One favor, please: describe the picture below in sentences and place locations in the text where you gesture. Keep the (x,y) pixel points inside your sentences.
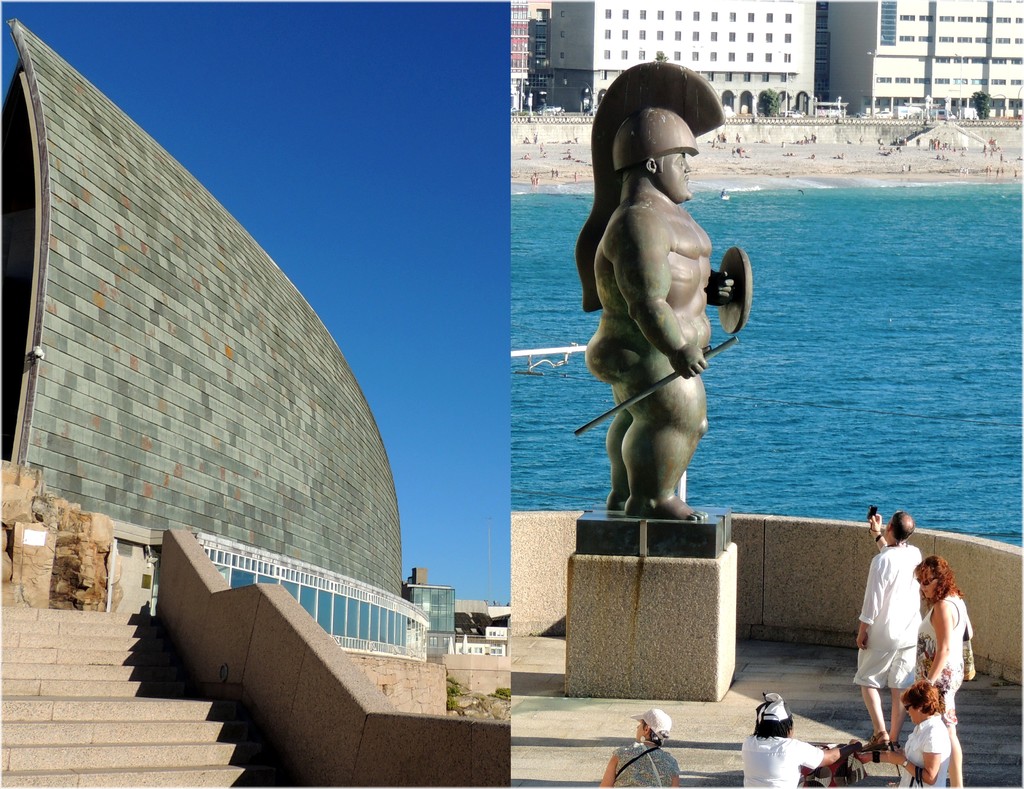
This is a collage image. In this image I can see two pictures. In the right side (685,429) picture there is a statue (671,327) of a person (630,322) on a pillar (637,604). It is facing towards the right side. At the bottom (874,715) there are few people (900,701) standing and one person (893,565) is taking the picture of this statue (662,313). In the background (884,288), I can see the water (809,351). It seems to be a beach (752,152). There are many people (807,153). At the top of the picture (804,64) there are few buildings (800,51). In the left side (205,343) image there is a building (221,568). At the bottom (152,702), I can see the stairs (133,768). In the background (454,614) there are some more buildings (430,607). At the top of the image (376,159) I can see the sky (374,186) in blue color.
